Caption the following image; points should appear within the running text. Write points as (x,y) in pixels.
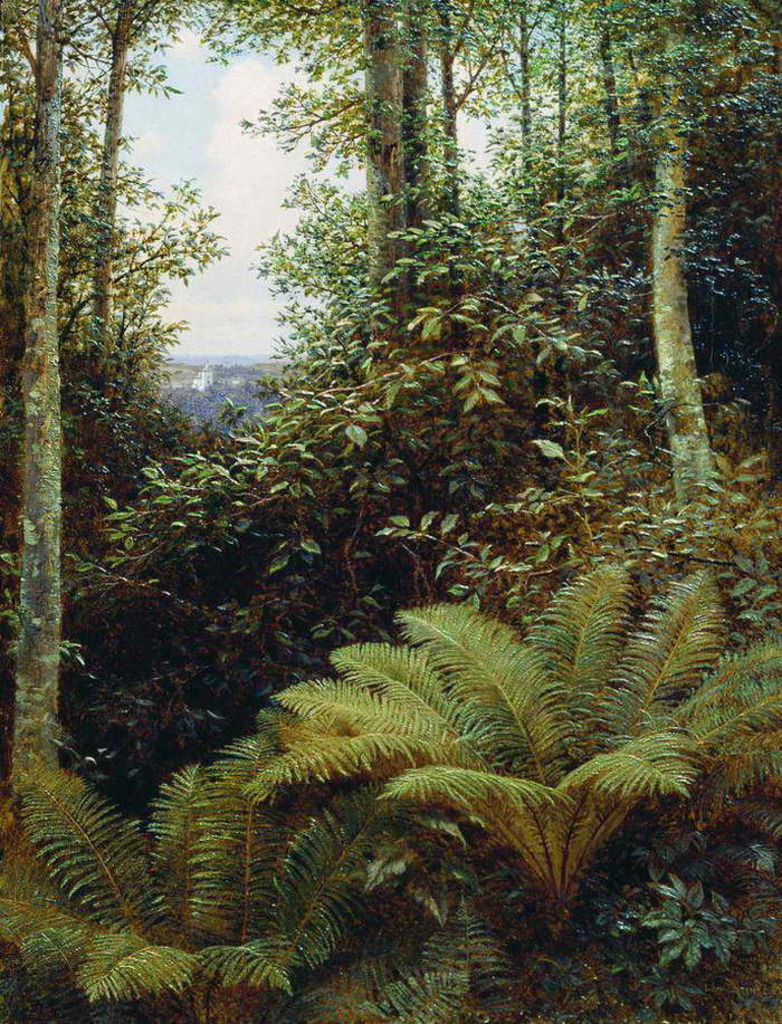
In this image there are few plants (376,774) and trees (557,131) on the land (558,945). Behind it there is sky (207,160) with some clouds (215,189).
